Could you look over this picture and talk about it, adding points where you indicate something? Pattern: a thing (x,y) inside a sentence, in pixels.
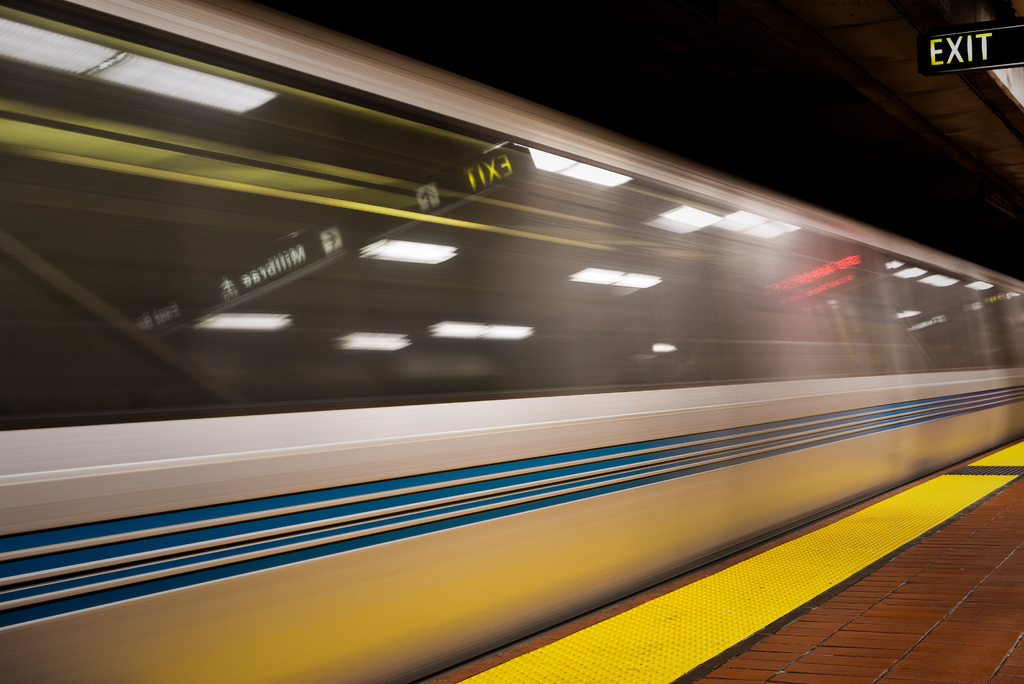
In this image there is a train (526,358) in middle of this image (473,408) and there is a floor (801,624) in the bottom of this image (842,627), and there is a exit board (926,68) on the top right corner of this image (929,41).
